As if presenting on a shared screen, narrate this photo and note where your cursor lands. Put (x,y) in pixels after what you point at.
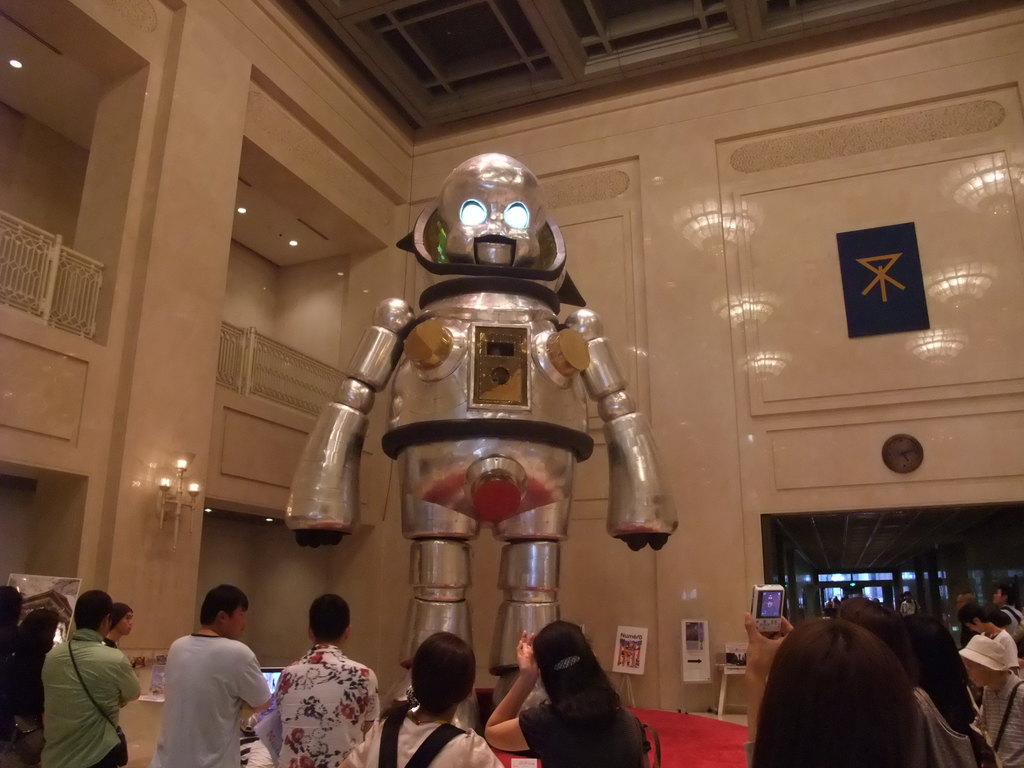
This is an inside view of a room (582,258). Here I can see a robot (455,373). At the bottom of the image (417,719) I can see few people (194,707) are standing and a person (785,670) is holding a mobile (774,613) in the hand (780,634) and capturing the picture of this robot (471,437). In the background (686,409), I can see the wall (320,118). On the right side (878,280), I can see a black color board (866,265) which is attached to this wall (804,228).
